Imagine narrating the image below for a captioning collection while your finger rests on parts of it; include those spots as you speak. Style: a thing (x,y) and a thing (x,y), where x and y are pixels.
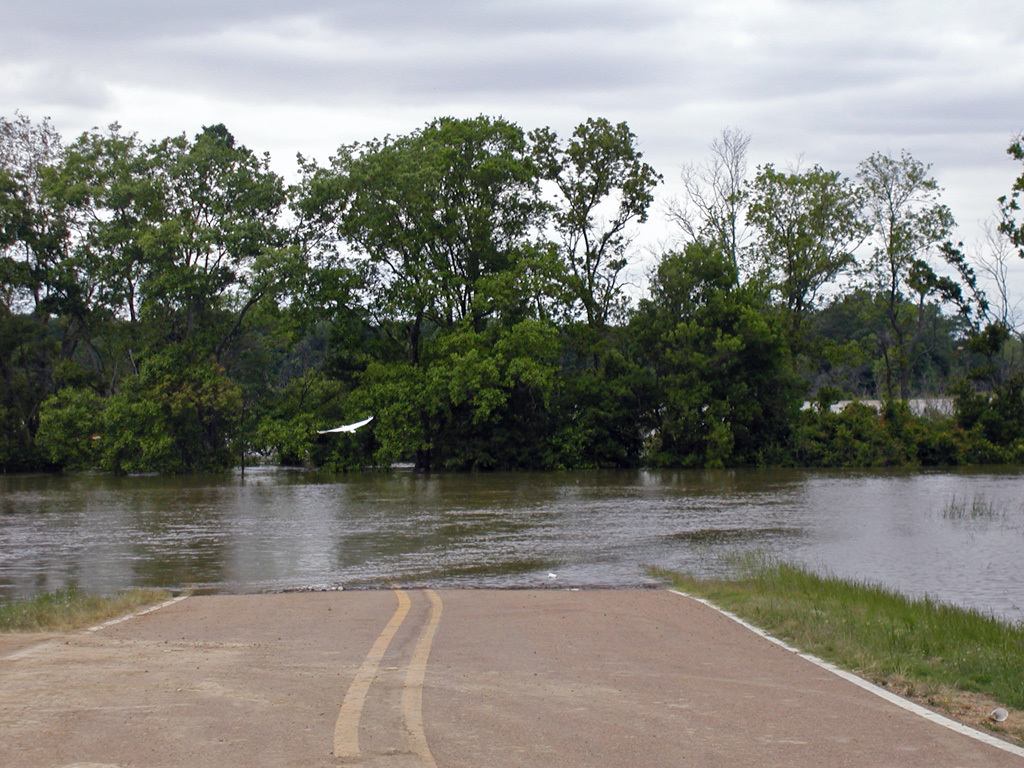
At the bottom of the image (379,651) there is a road (569,648). On the sides of the road (136,669) there's grass (946,670) on the ground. Behind the road (457,671) there is water (562,491). In the background (352,350) there are trees (360,397). And there is a bird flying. At the top of the image (523,90) there is sky (584,73) with clouds (590,101).
